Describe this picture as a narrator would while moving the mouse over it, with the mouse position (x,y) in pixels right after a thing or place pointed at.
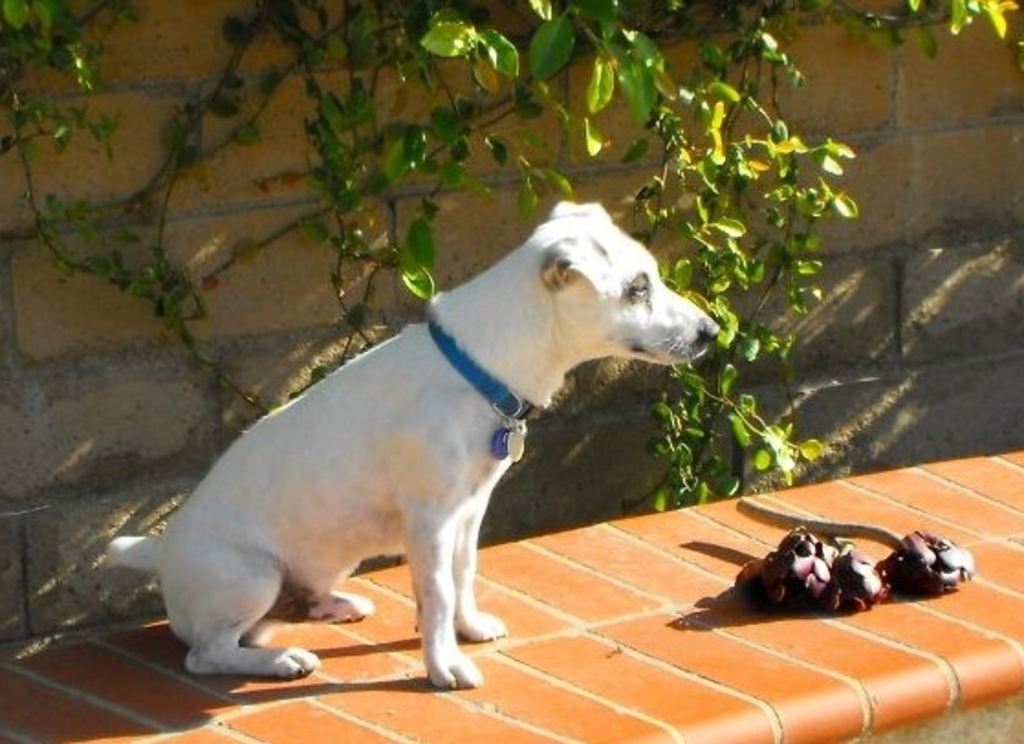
As we can see in the image there is wall (899,278), plants (601,26) and white color dog (455,432) sitting.
